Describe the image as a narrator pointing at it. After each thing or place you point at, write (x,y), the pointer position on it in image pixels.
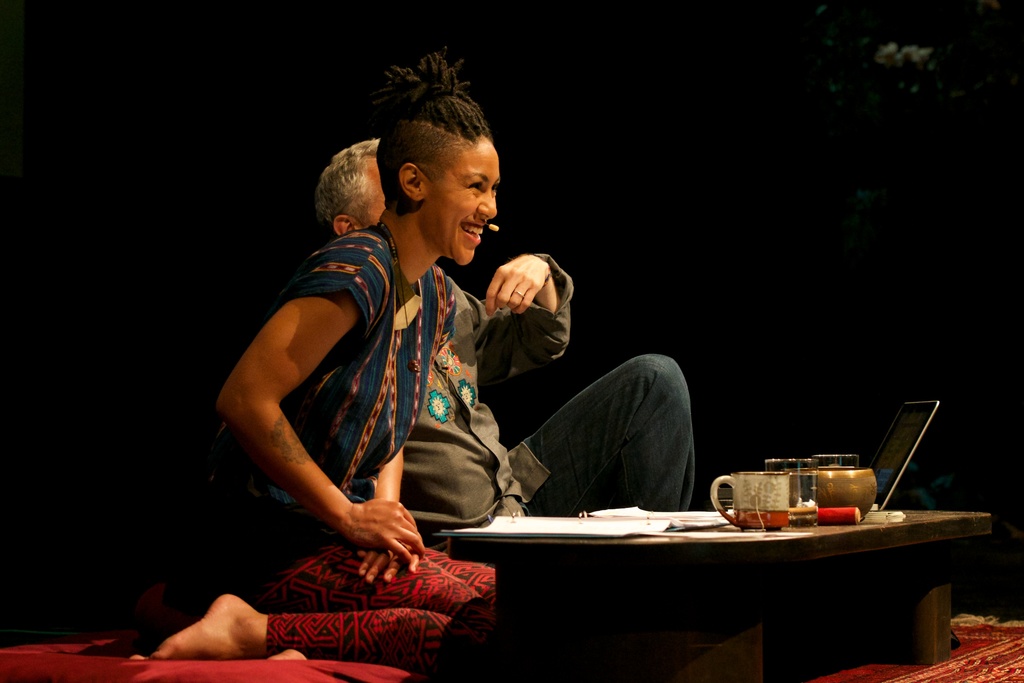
In this picture there are two people (344,288) in the center of the image (681,404), in front of a stool (767,558), there are papers (601,512), cups (811,503), and a laptop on the stool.
